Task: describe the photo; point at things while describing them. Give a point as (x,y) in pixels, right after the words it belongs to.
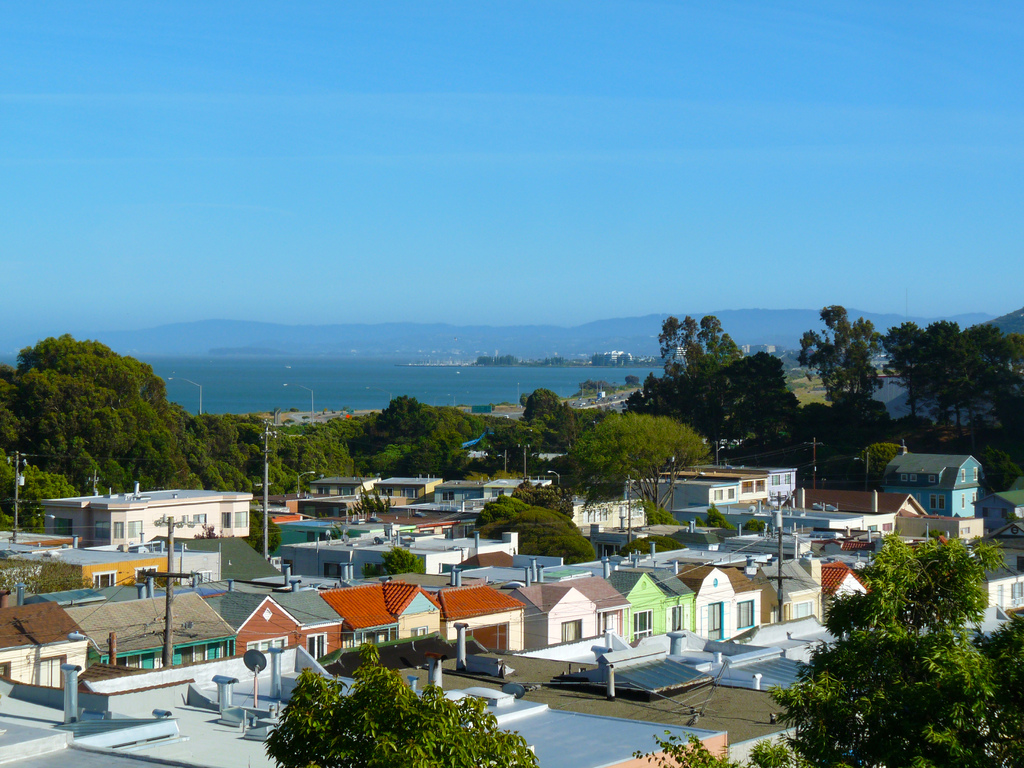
In the foreground of the picture (328,502) there are houses (616,499), trees (440,755), current poles (167,642), cables (686,714) and roads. In the center (573,332) the background (218,372) there are hills (493,345), trees (690,337) and water (362,384). Sky (188,315) is clear and it is sunny.
